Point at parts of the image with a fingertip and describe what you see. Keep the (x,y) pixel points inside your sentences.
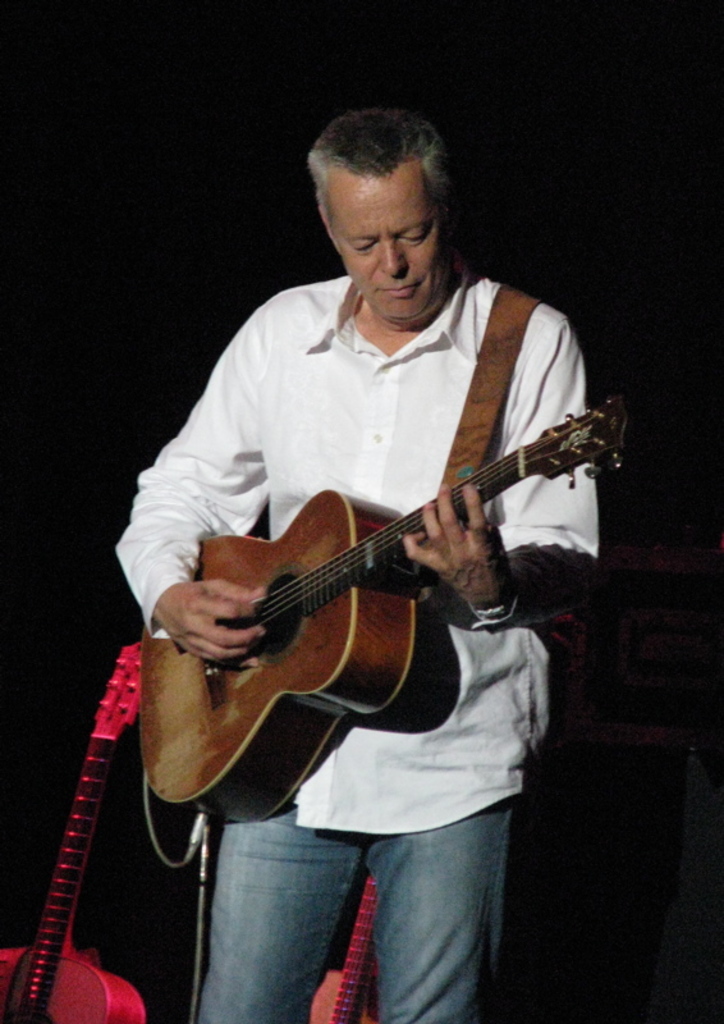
A person (281,303) is standing and playing a guitar (346,626) and wearing a white shirt (360,390) and blue jeans (413,887) behind him there are two guitars (364,947) are placed.
